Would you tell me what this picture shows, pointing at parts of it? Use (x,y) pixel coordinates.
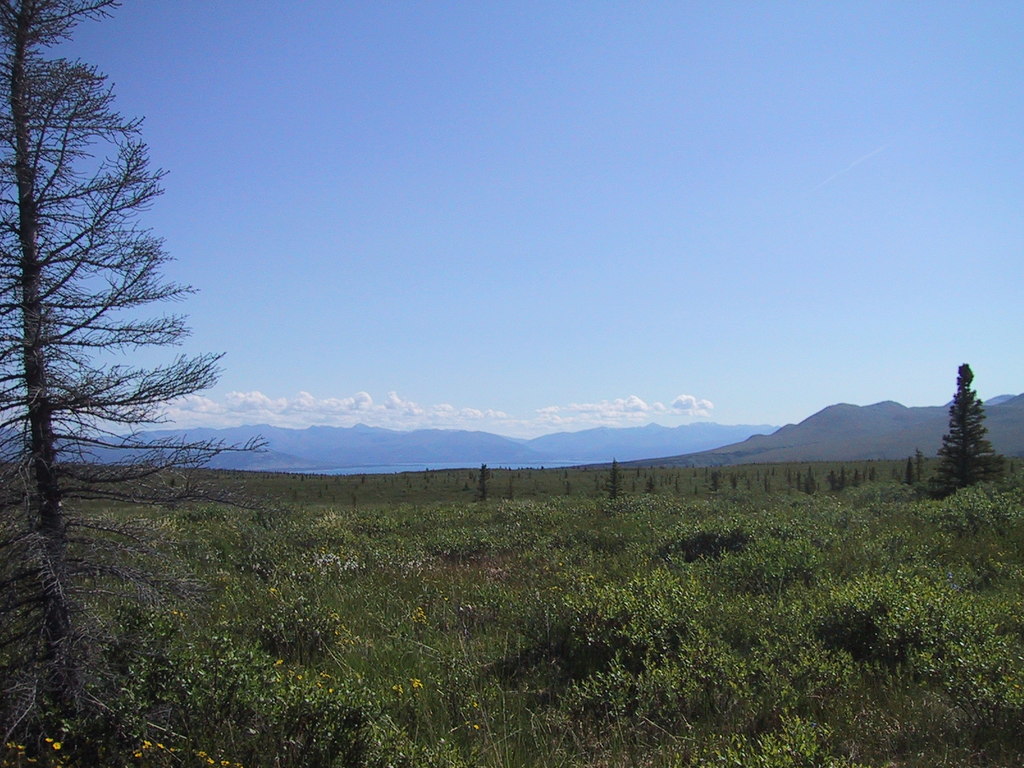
In this picture we can see a few plants (394,523) and some grass (580,488) on the ground (297,484). There are few trees (978,471) and some mountains (494,436) in the background (961,434). Sky (243,413) is blue in color and cloudy.
